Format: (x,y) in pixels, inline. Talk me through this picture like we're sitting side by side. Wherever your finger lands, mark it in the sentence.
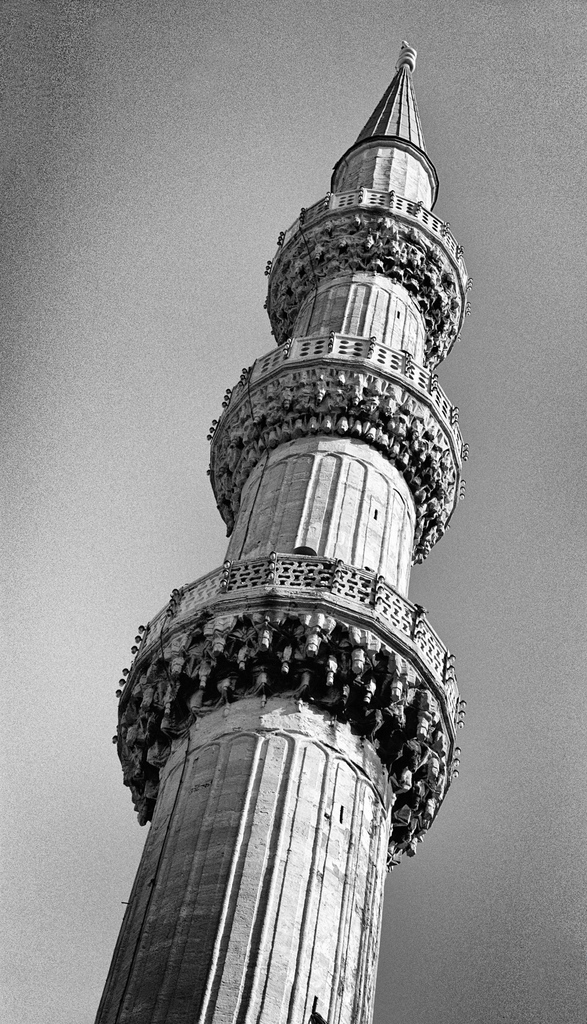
In this picture there is a tower (426,210) in the center of the image (378,677).
